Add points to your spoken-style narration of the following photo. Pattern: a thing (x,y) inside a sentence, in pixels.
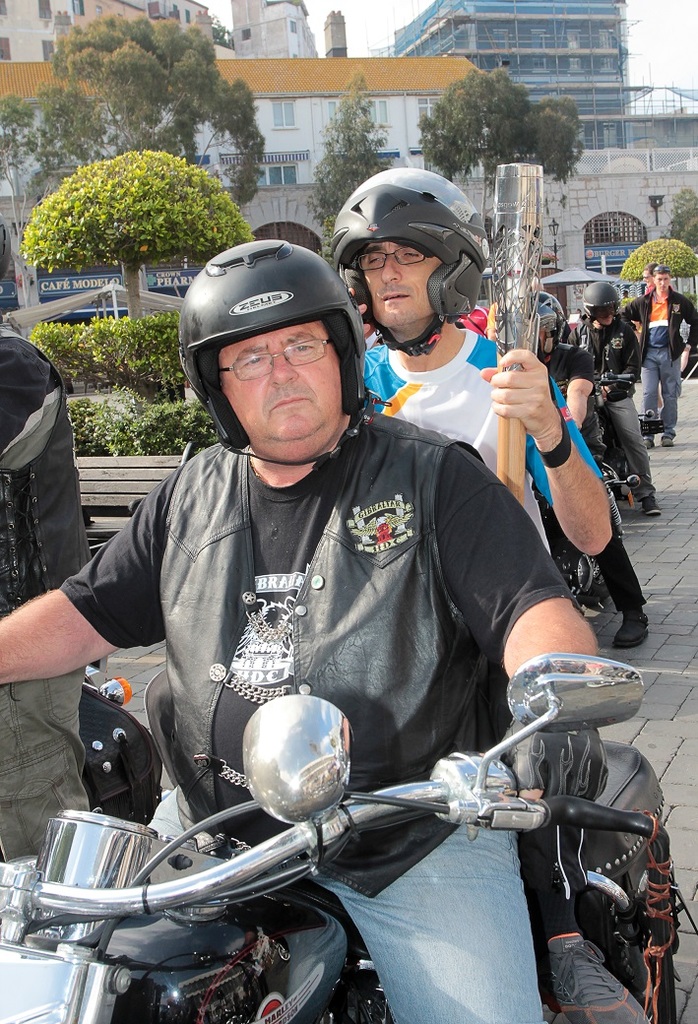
In this image it looks like a man (468,990) is riding the motor cycle (182,959) and another man (473,386) is sitting at the back side of the motor cycle (618,754). They both are wearing the helmets (338,302). At the background (61,280) there is buildings (301,58), trees (447,171) and store (66,291). To the left side (45,419) there is a another man (38,435) who standing near the bike (103,699). To the right side (657,539) there is a floor (665,638).
